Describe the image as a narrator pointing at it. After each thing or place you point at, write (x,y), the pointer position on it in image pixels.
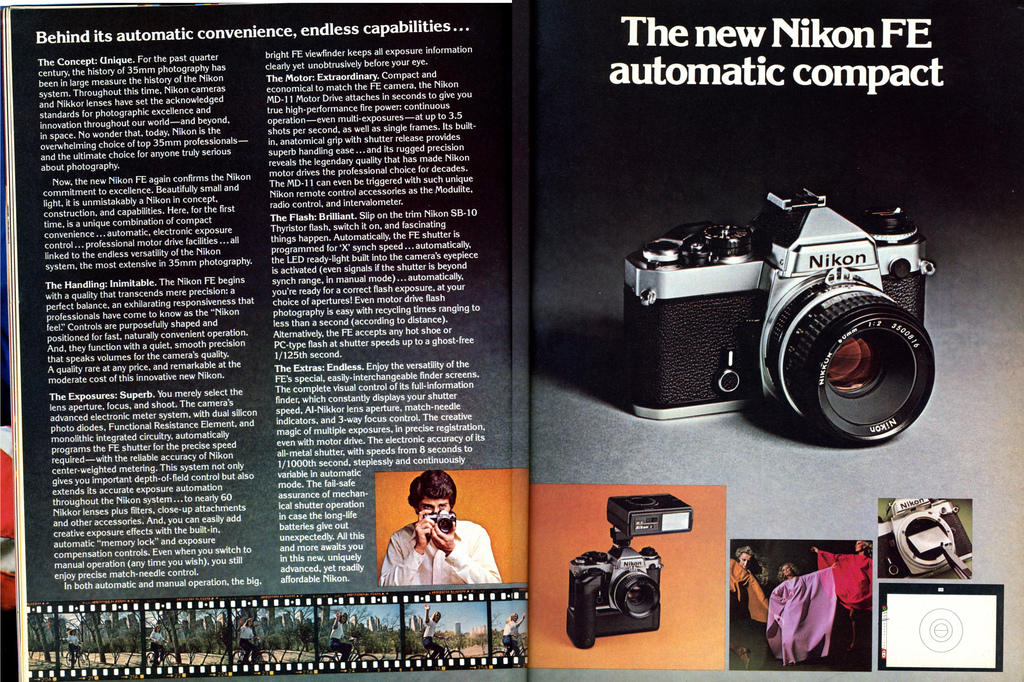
In the image we can see there is a poster (502,373) on which there is camera (808,301) and its written ¨Nikon¨ on the camera (837,268). There is matter (221,107) written on the poster (424,551) and there is a picture of camera (619,614). There is a reel (515,637) on which there is a person (73,635) sitting on the bicycle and there are women (767,607) standing.
